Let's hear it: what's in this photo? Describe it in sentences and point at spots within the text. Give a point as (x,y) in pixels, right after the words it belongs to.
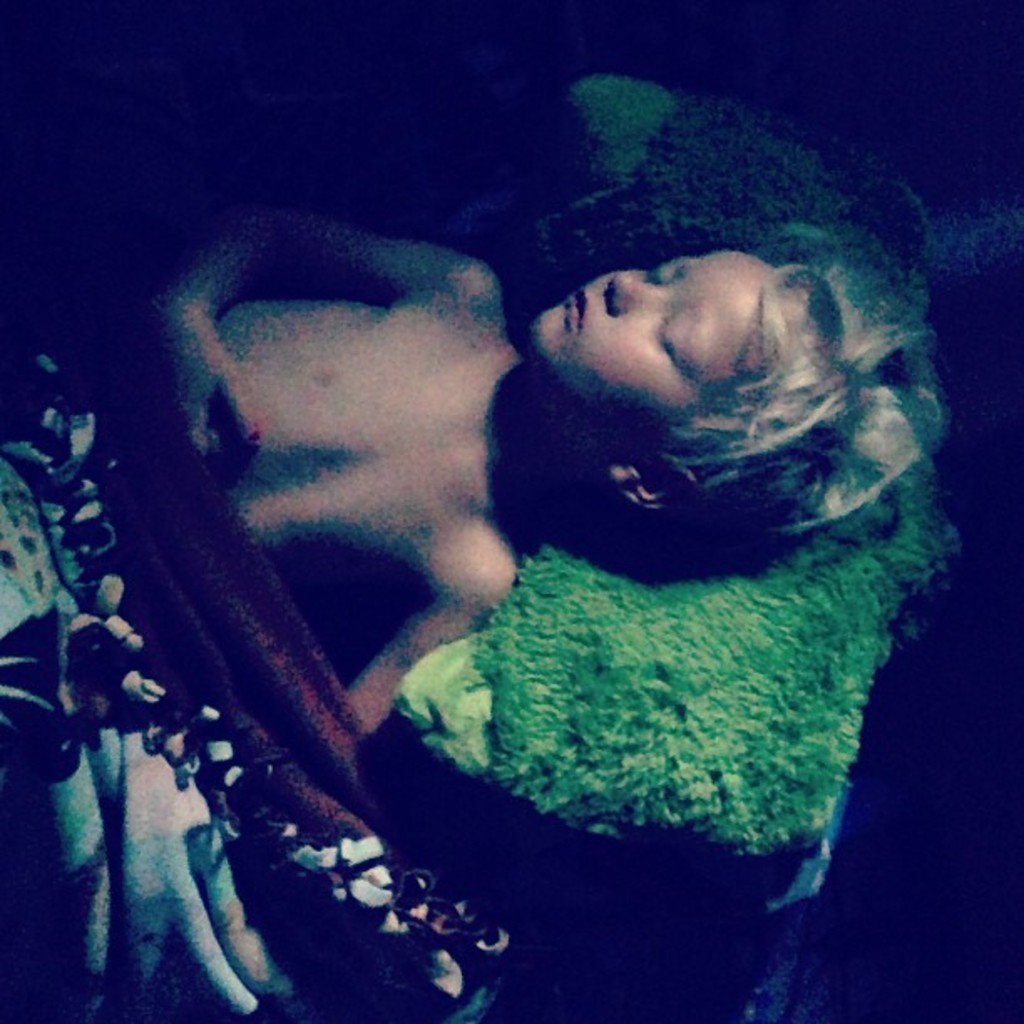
In the picture we can see a person (862,455) sleeping on the bed (967,697) and the pillow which is green in color and with a bed sheet (349,747).
